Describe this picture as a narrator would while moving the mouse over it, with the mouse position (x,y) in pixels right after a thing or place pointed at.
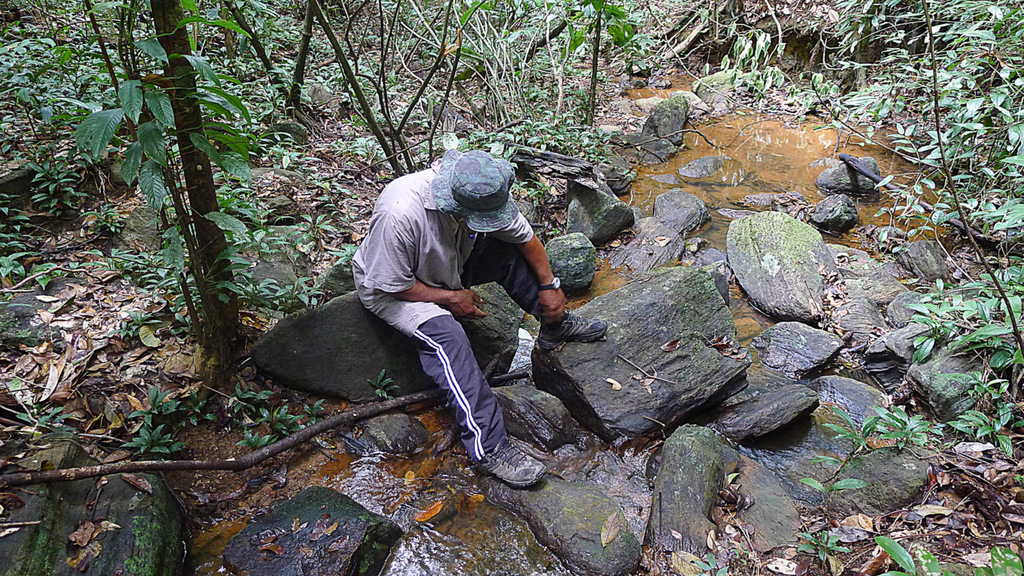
In this image we can see a person (467,222) wearing a dress (422,262) and a cap (476,199) is sitting on a rock (404,362). In the background (779,167) we can see water (796,162) and group of trees (340,51).
